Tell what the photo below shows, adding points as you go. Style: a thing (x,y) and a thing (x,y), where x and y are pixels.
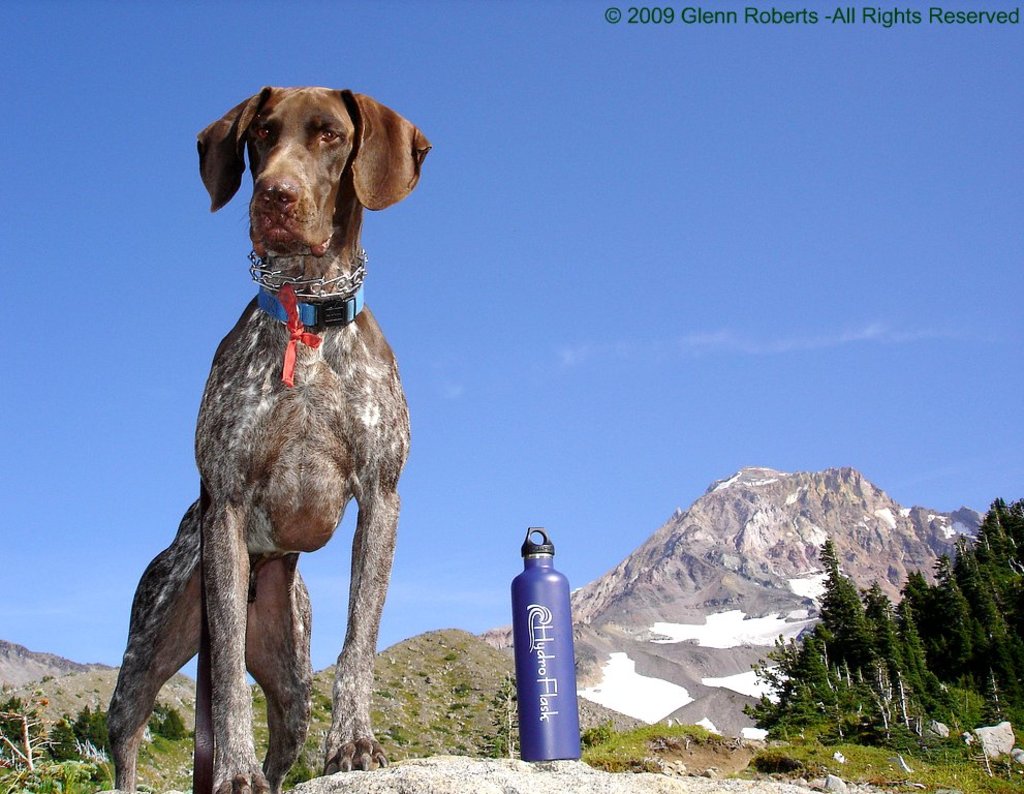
In this image there is a dog (368,403) standing on a rock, beside the dog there is a bottle (544,578), behind the dog (380,580) there are trees (790,670) and mountain (695,586).
